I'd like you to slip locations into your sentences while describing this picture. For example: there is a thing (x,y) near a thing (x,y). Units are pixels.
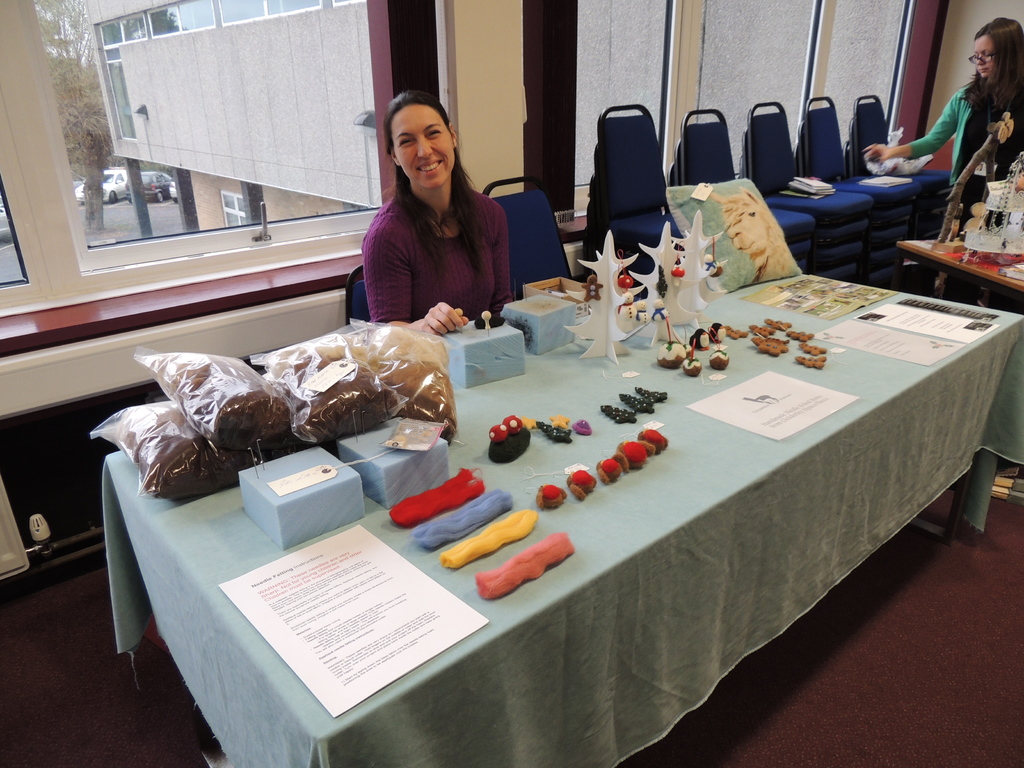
In the left middle (334,328), a woman (500,306) is sitting on the chair (360,300), in front of the table (604,375) on which papers (433,615), arts (649,403) and packets (343,403) are kept. In the right top (1015,65), a woman (1015,65) is standing in front of the table (918,251). Beside that chairs (884,127) are kept. In the top (666,121), a window (227,248) is visible, through which buildings (175,177) are there and trees (98,148) and cars (160,178) are visible which are on the road side (127,206). This image is taken inside a room (893,559).
